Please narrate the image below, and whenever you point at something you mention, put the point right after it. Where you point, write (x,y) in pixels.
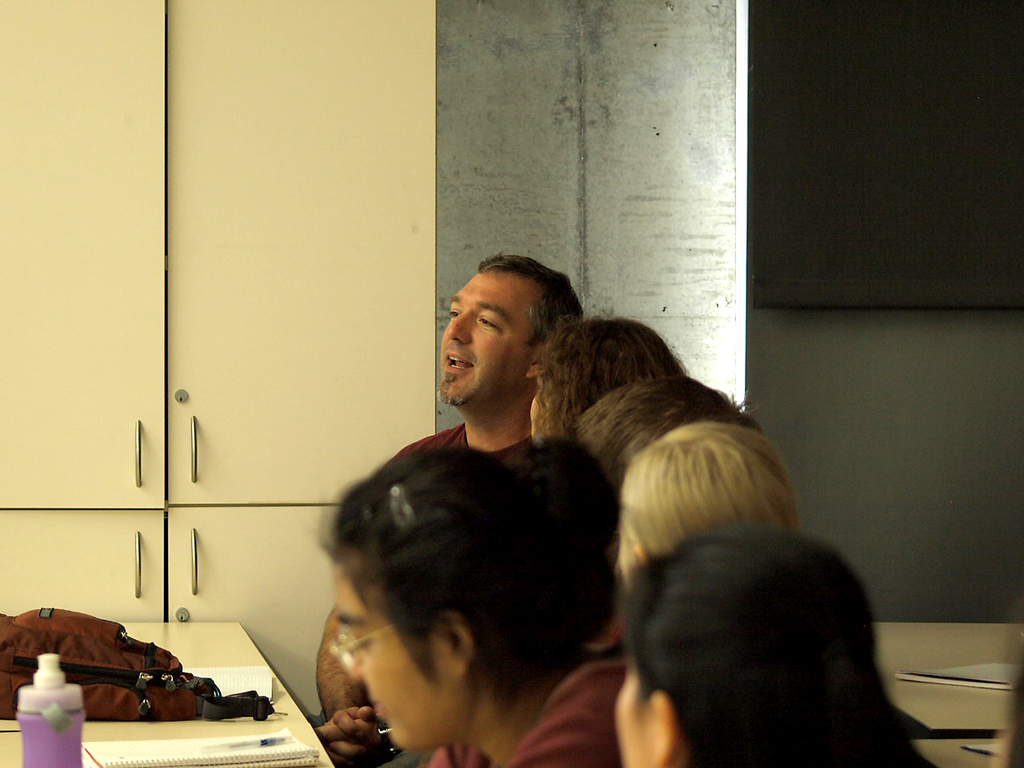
In this image we can see few people (404,529). On the table (199,722) there is a bag (95,651), bottle (37,724), book (169,746). At the background (164,386) there is a cupboard (74,312).
